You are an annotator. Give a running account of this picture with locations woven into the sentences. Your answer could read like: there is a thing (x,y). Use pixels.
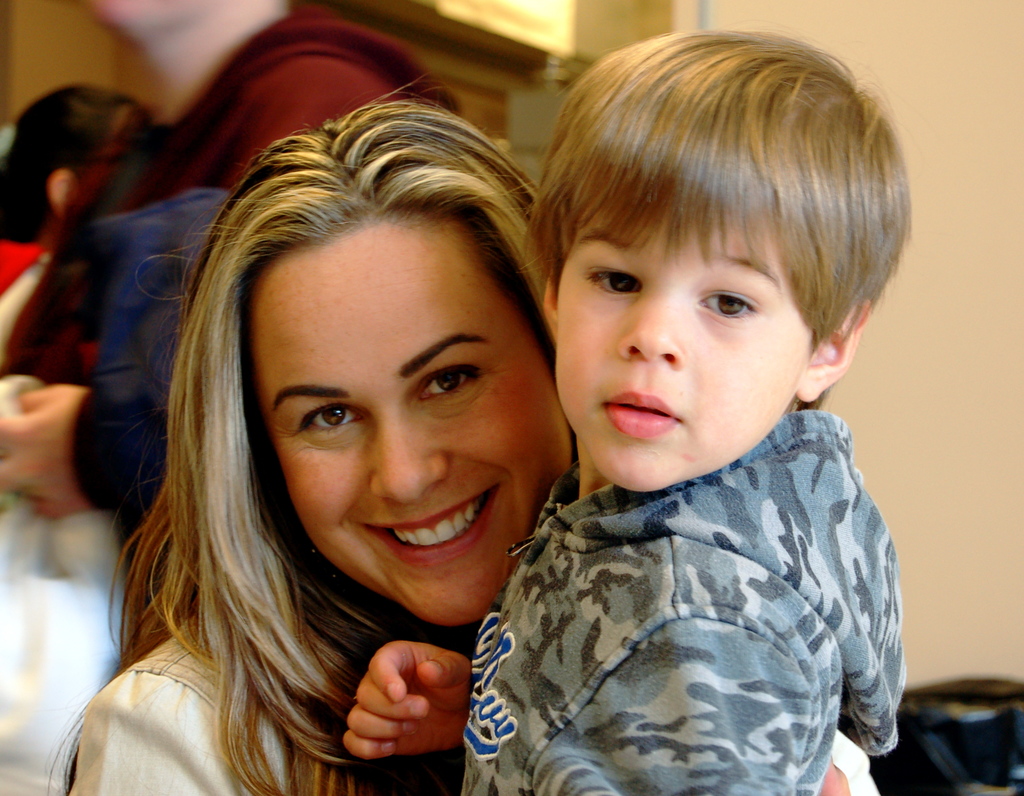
In this image I can see a woman (215,466) and a boy (778,401). I can see she is wearing white dress (205,733) and he is wearing hoodie (668,582). I can also see smile (465,517) on her face (490,604) and I can see in background (71,268) few more people (118,147). I can also see this image is little bit blurry from background (1021,84).
